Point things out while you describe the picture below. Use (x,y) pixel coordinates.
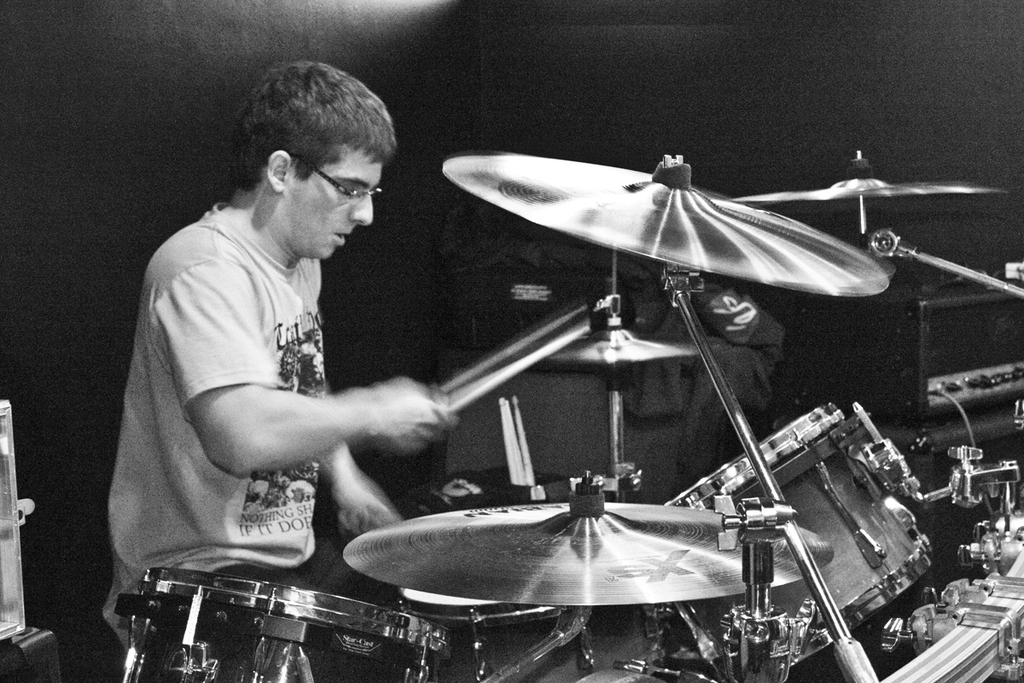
In this picture we can see one man (313,465) wearing t shirt (274,472) playing drums (411,653). These are cymbals (606,569). He wore spectacles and the background (940,168) is black in colour.
